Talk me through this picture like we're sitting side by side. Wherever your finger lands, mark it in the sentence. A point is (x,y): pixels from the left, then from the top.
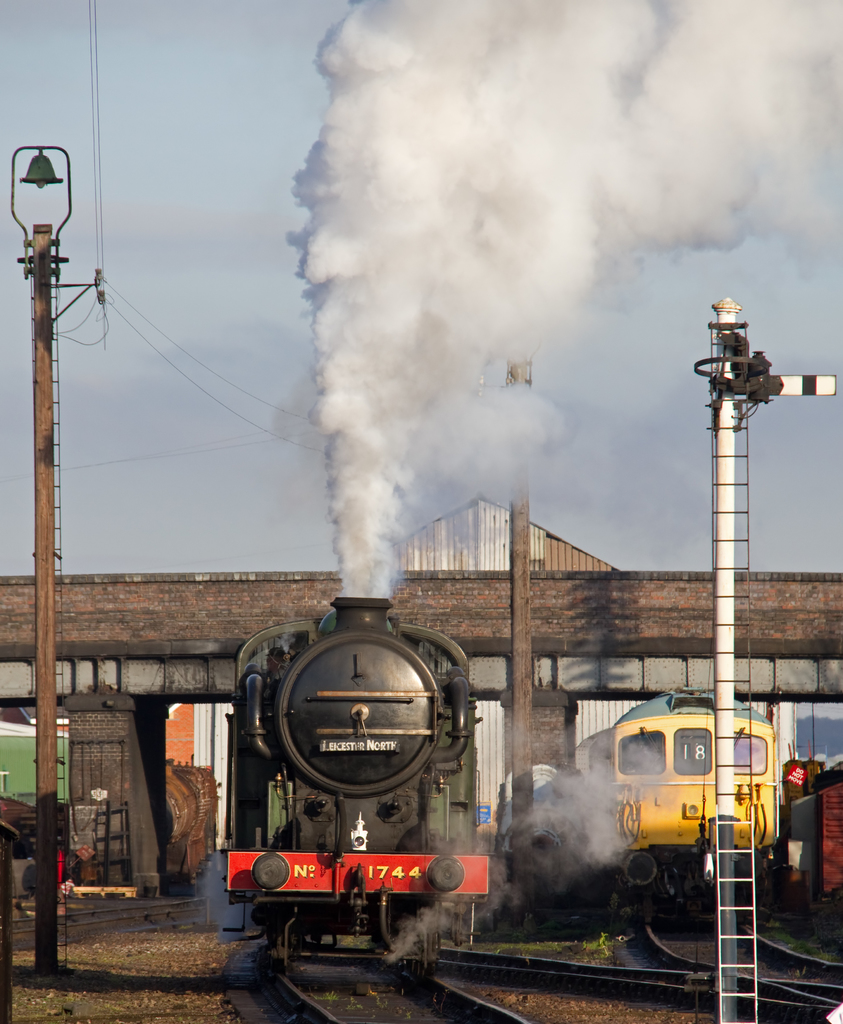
In this image I can see there are two trains (245,833) visible on railway track (332,983) and there is a pole (751,848) visible on the right side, in the middle (491,607) there is a bridge (498,579), pole (524,582), smoke (414,331), on the left side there is another pole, power line cables (95,266), at the top there is the sky (132,247).
